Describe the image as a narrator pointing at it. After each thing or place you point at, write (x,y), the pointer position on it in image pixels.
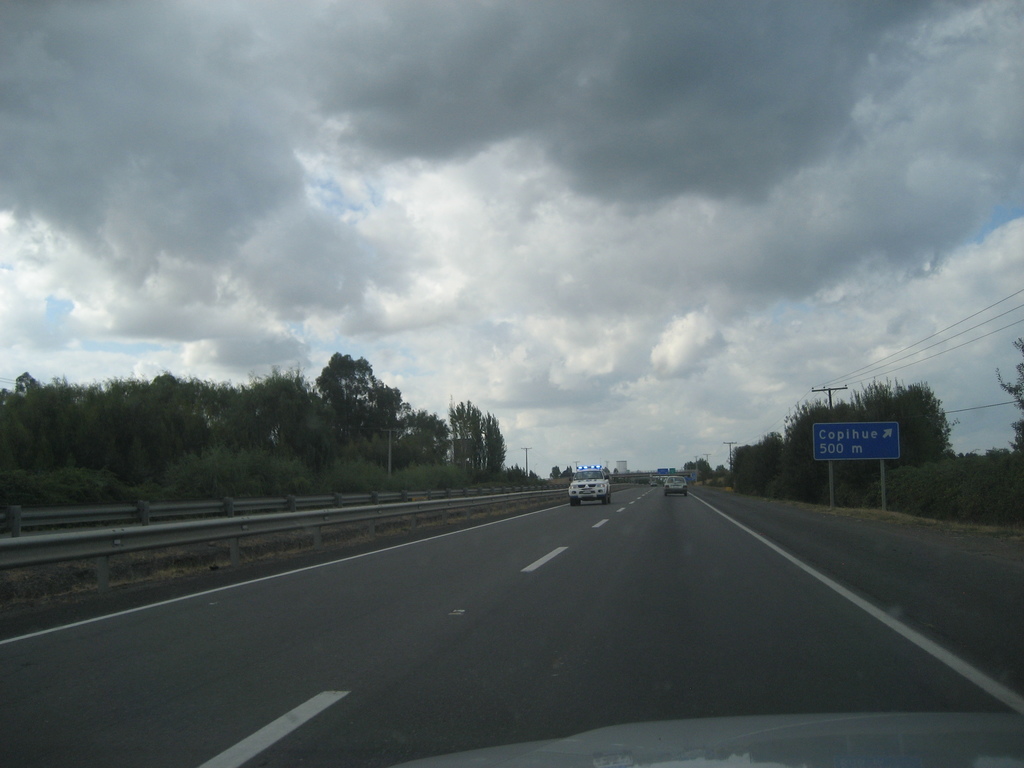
In this image, we can see some vehicles (571,494), trees (136,435), plants (811,478), poles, wires (999,313). We can see the ground (542,685) with some objects (189,526). We can see a board (847,453) with some text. We can see the sky (592,342) with clouds (520,341).
